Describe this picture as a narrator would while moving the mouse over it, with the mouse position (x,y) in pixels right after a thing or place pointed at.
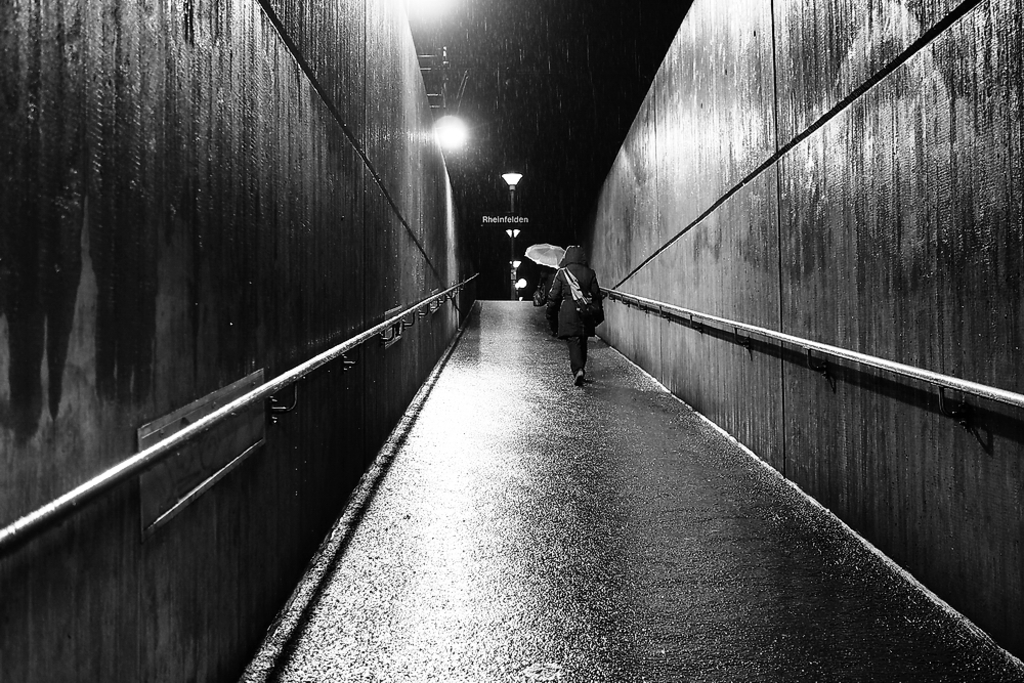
In this image in the background (575,318) there are persons (568,305) walking and there is an umbrella (543,249) and there are poles (514,238). In the front (980,391) on the right side (961,379) there is a railing (774,333) on the wall (780,342) and on the left side (329,377) there is a wall (304,409) and on the wall (312,396) there is a railing (382,323).
